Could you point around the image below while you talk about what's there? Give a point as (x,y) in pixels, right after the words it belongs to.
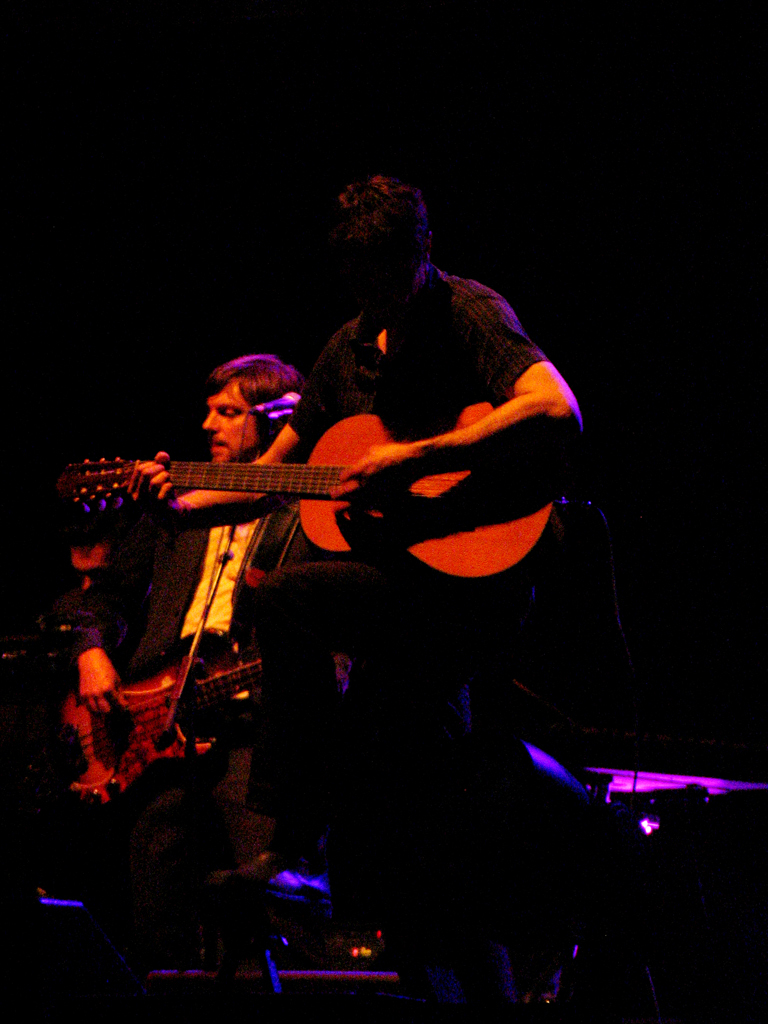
There are two people (172,580) standing and playing guitar (166,707). This is the mic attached to the mike stand (215,586). The background looks dark. Here I can see another person (92,555) standing.
